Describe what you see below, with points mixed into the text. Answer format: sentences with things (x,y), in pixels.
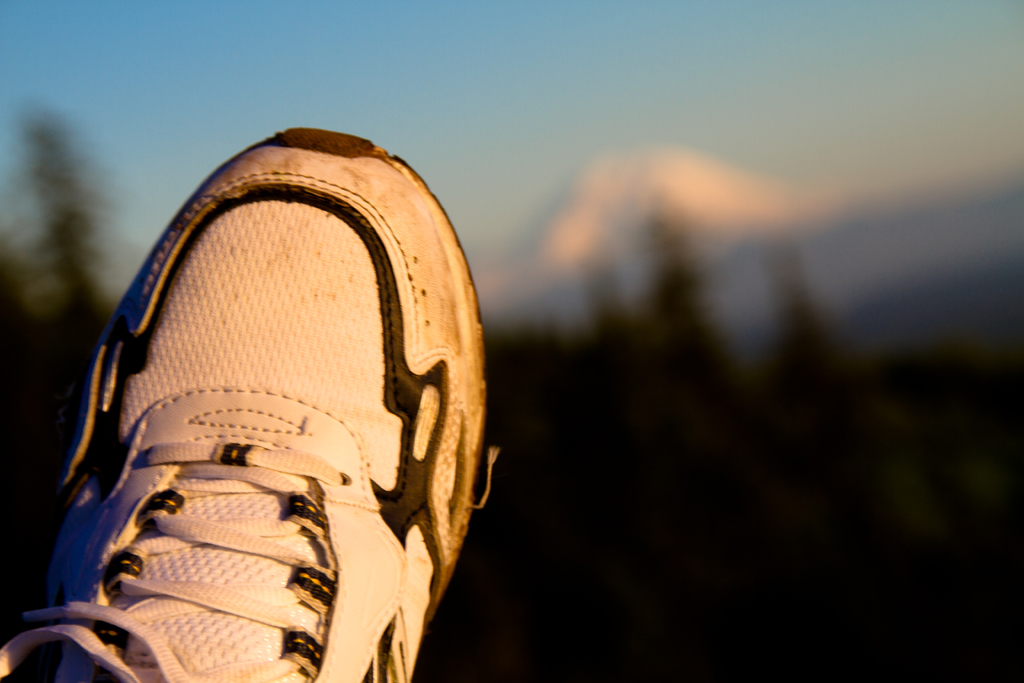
This picture shows a shoe (420,519) and we see trees (37,276). It is white and black in color and a blue sky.
